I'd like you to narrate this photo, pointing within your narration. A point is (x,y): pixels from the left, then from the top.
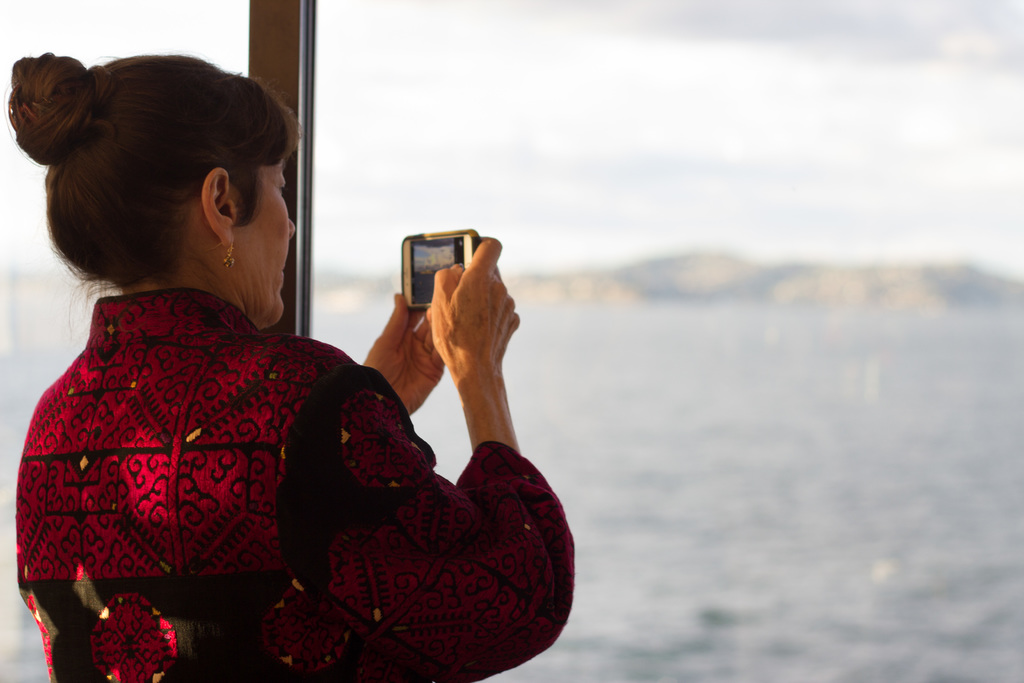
This picture describes about a woman (120,456) she is holding a mobile (420,268) in her hand (445,278) and we can see some water (711,454).
